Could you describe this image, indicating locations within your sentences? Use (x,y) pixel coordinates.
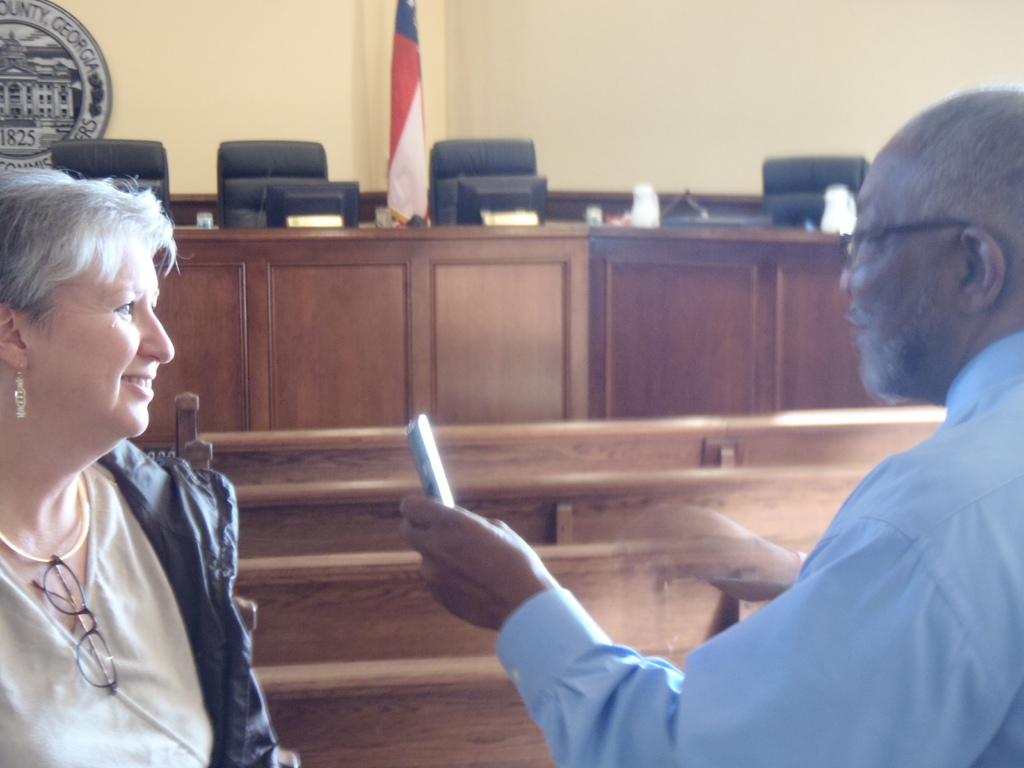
In this picture we can see a woman (117,469) and a man (858,621). Here we can see some chairs (474,169) and these are the monitors (516,204). On the background (680,93) there is a wall (504,92) and this is flag (413,134).
